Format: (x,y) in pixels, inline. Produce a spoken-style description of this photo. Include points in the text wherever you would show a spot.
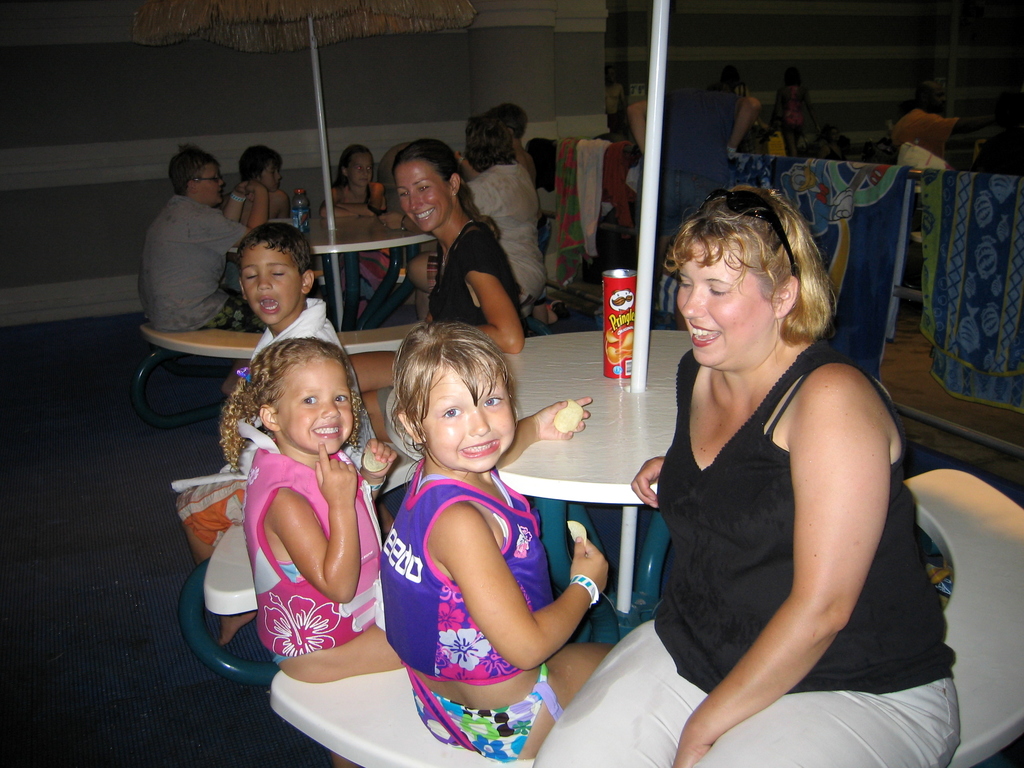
This picture describe about the restaurant (67,405) in which group of people (161,291) are sitting in that, in front (738,472) side there is a lady (787,600) sitting, wearing a black T-shirt (712,655) and white color pant (605,704) beside there are two small girl (460,634) are sitting which are eating the chips (571,427) and wearing swimming costume (410,602). A small boy (246,296) wearing a white shirt (311,318) and sitting on the bench (235,583). and in front of the girl (339,565) there is chip can (614,321) and behind there is another lady (443,245). who is watching and laughing on them, behind them there are another group of people (352,198) who occupy the another table (350,239) and behind them there is grey color wall (325,81), in right side (869,186) there are two towel (889,212) on pipe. And behind them a person (930,130) wearing white color T-shirt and group of people (908,131) sitting on the table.
